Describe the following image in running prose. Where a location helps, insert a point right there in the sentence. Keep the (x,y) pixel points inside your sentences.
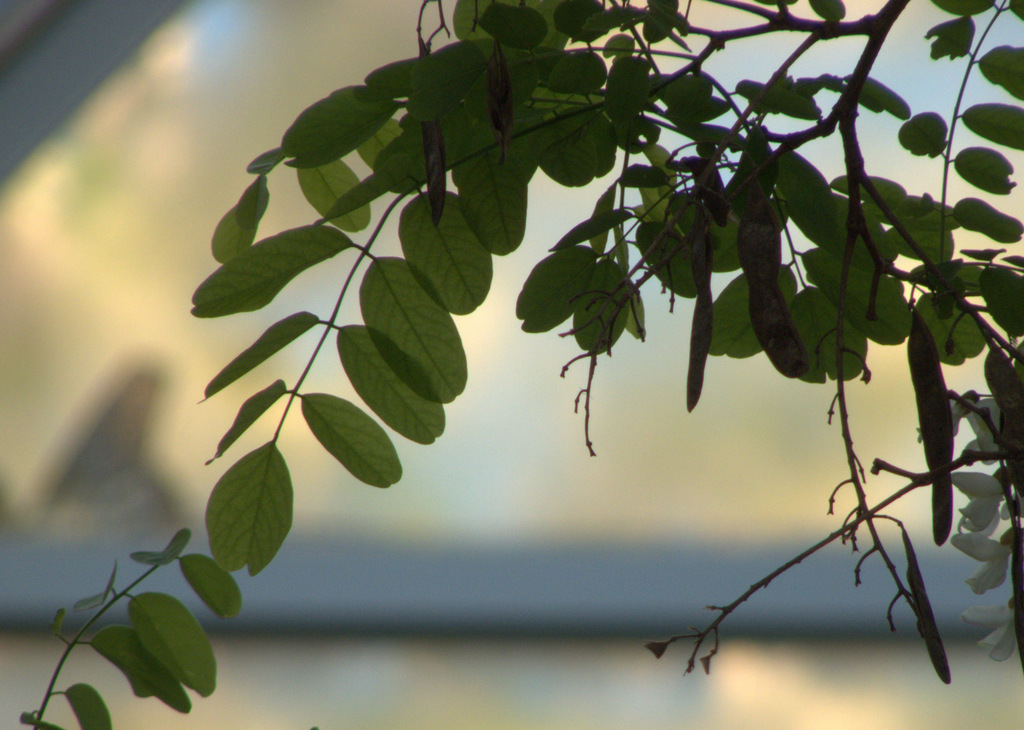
In this image, we can see a branch (853,115) with leaves (445,400) and in the background (187,212) is not clear.
